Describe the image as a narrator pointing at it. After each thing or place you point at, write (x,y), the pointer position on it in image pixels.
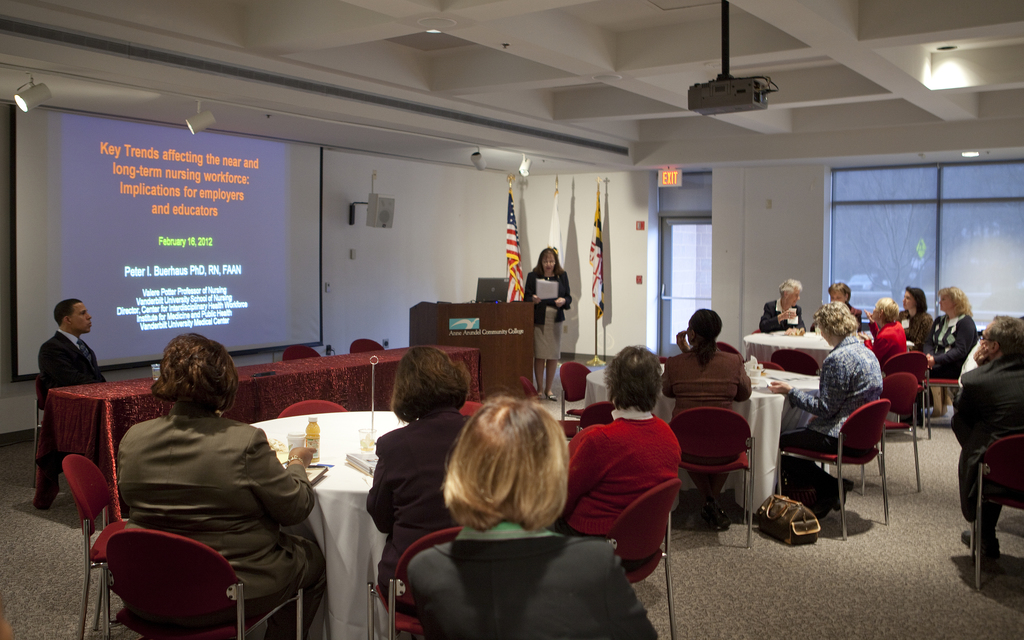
This image is clicked in a meeting room (728,192). There are many persons (831,433) in this image. The tables (329,446) are covered with white cloth (340,436). To the left (54,366), the man (65,360) sitting is wearing a black suit (75,358). To the left (161,242), there is a wall (365,258) on which a screen (211,241) is fixed. In the background (972,248), there are flags (601,255) and windows (926,258). At the top (684,23), there is a roof (656,55) to which a projector (723,91) and lights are hanged.
